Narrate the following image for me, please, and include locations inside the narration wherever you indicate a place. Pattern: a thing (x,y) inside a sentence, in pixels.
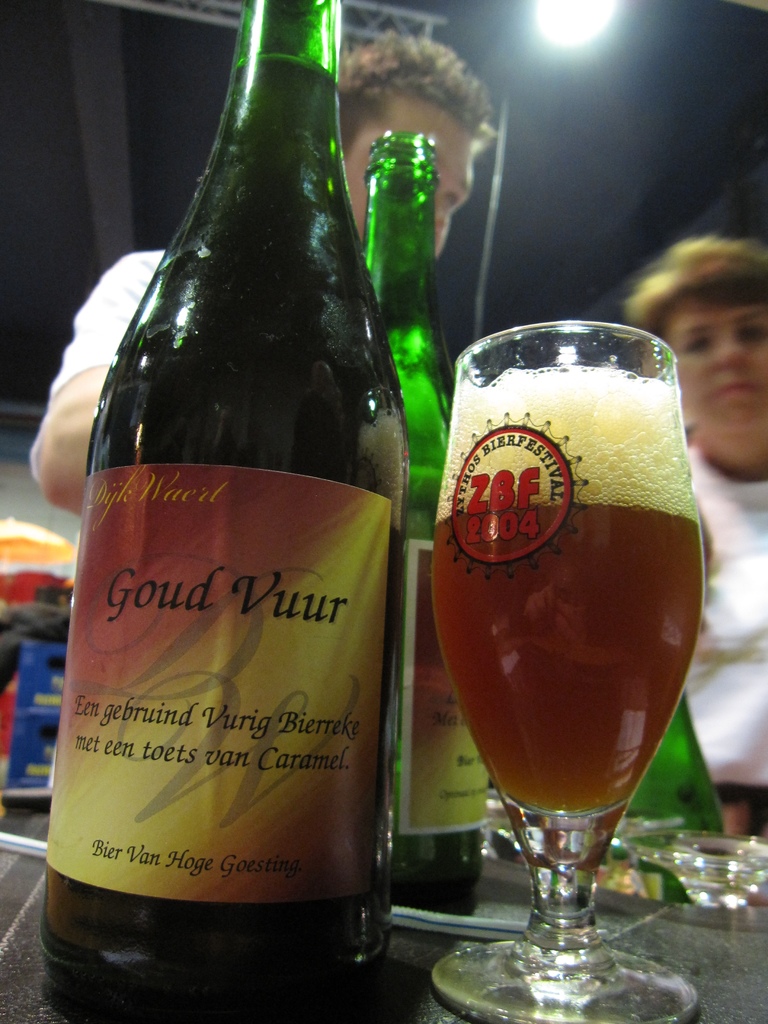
In this picture they are beer bottle (309,865) kept on the table (648,927) and there is also a glass of beer (594,548) served in the backdrop (743,624) that two people (708,336) standing.
